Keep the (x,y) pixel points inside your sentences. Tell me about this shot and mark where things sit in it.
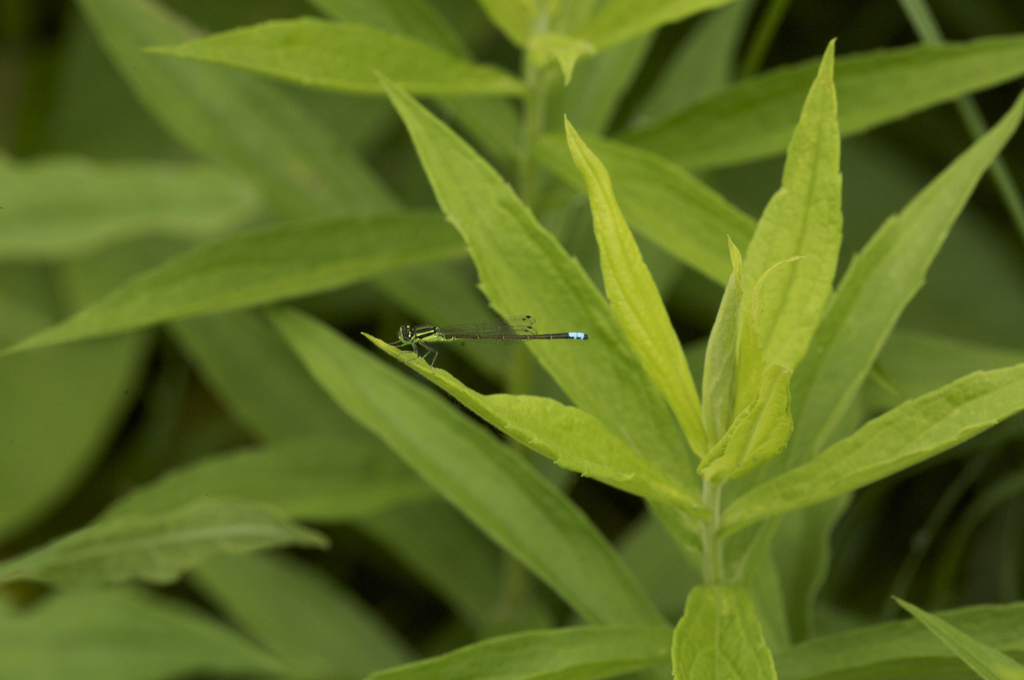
In this image there is a fly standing on the leaf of plant (872,442).
